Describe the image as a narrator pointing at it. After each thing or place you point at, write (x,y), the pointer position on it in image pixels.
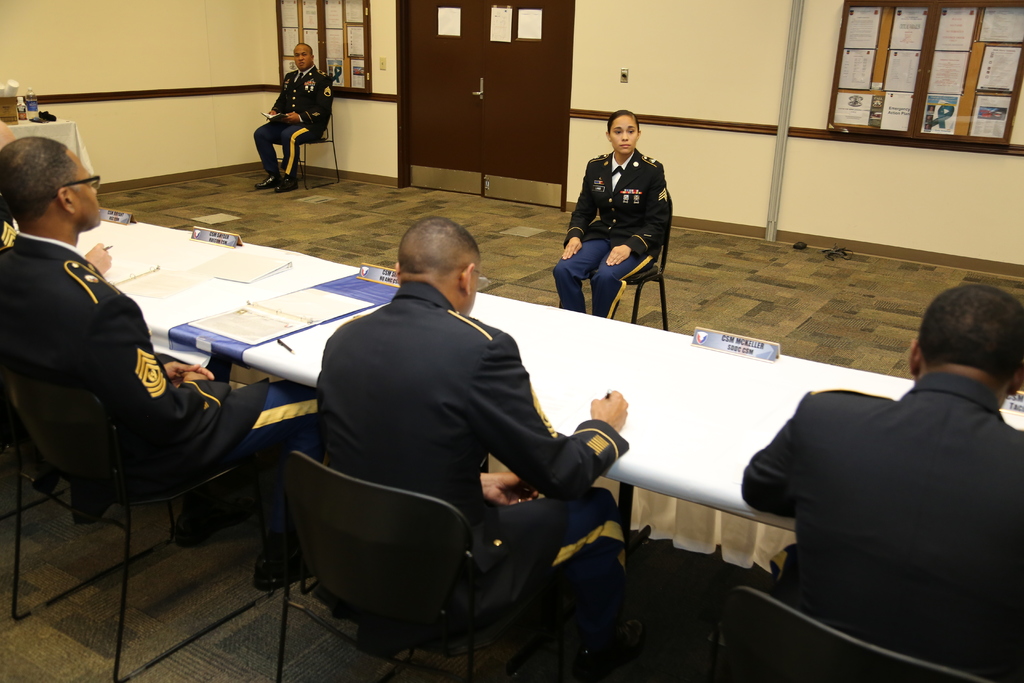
In this image I see 6 persons (981,554) sitting on the chairs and I can also see that there is a table (528,326) over here and few books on it. In the background (183,148) I see the wall (98,141), a door (408,13) and 2 notice boards (1000,6) on which there are many papers (965,17).
